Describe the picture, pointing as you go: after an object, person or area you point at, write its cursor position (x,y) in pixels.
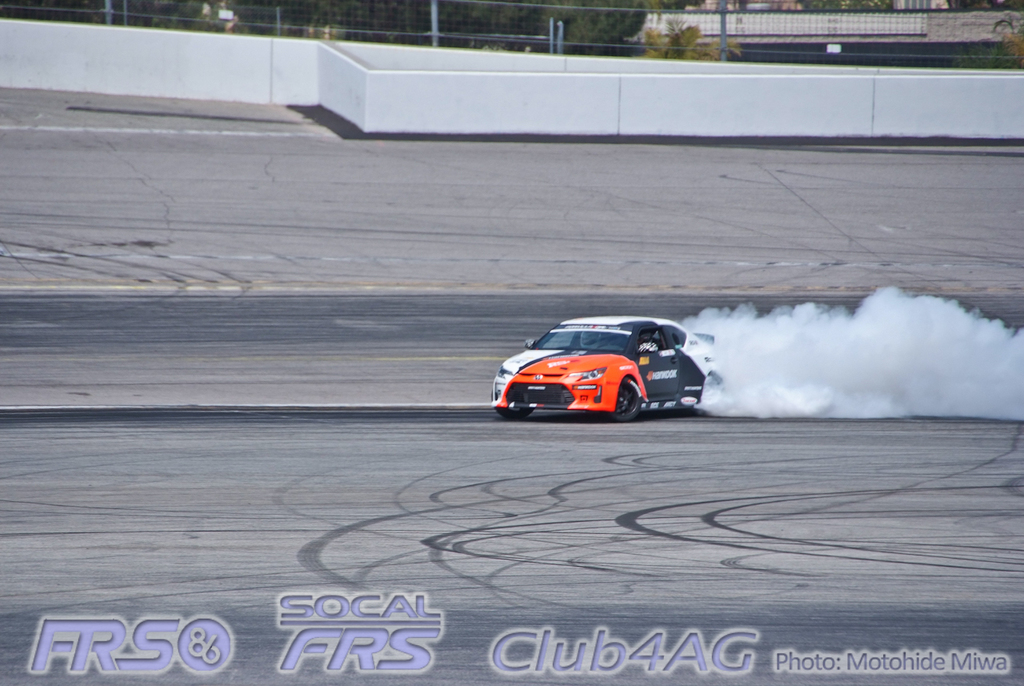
There is one person (659,348) riding a car (604,404) on the ground (740,439) as we can see in the middle of this image (553,327), and there is a wall (518,72) in the background (493,106). There are some trees (614,13) at the top of this image (600,20). There are some watermarks (692,652) at the bottom of this image (532,641).
